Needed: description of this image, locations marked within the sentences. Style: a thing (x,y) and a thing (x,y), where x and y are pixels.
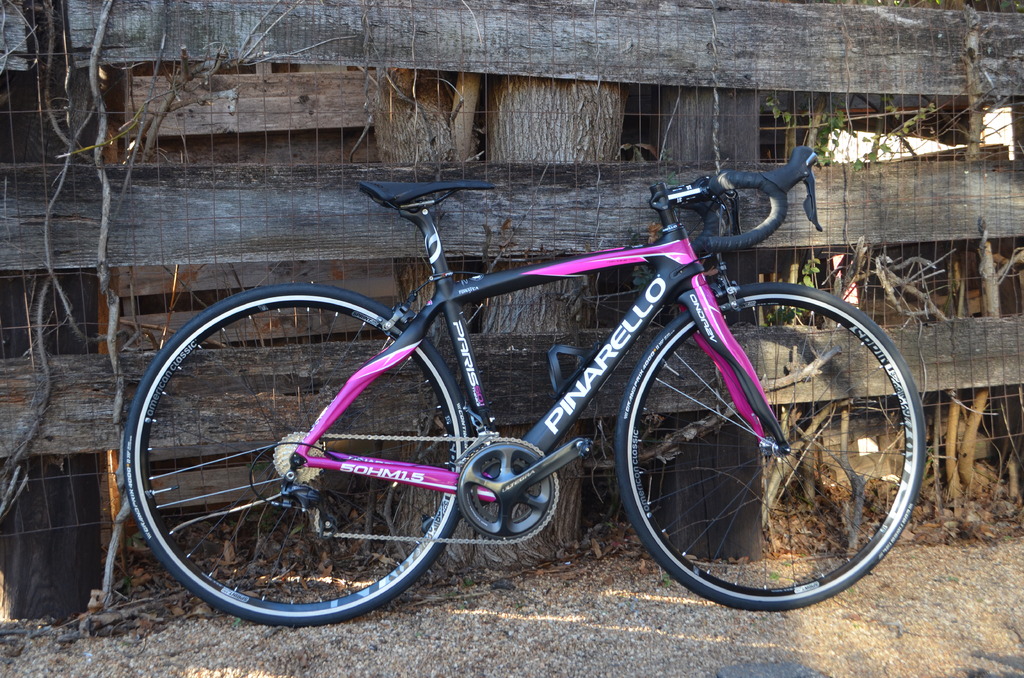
In this image, we can see a bicycle (501,490). We can see the ground (539,608) and the fence (709,41). We can see the trunks (459,565) of trees (486,552). We can see some plants (874,155) and roots (945,491).
